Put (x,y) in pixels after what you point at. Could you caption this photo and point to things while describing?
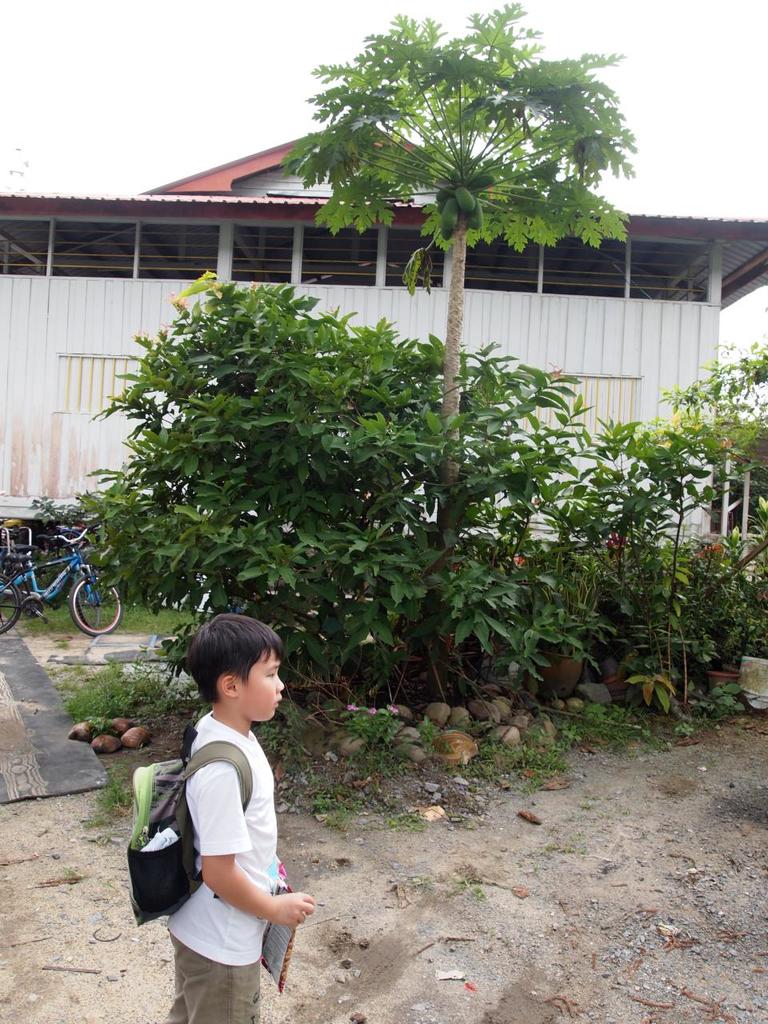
In this image there is a kid (273,834) standing on the floor (350,949). In the background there are trees (402,509). At the top (170,139) there is the sky (136,135). On the left side (61,541) there is a cycle (87,594) parked on the ground (63,610). Behind the cycle (71,541) there is a house (152,220).
